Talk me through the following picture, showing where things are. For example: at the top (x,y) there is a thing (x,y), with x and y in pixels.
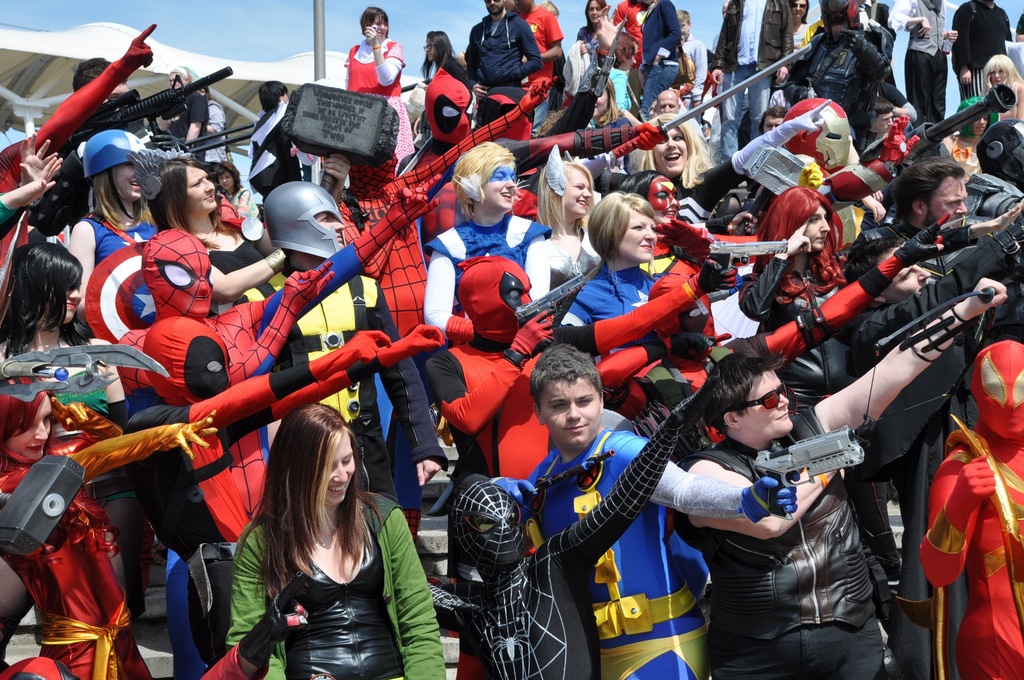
In this image, we can see a group of people (731,239). Few people (497,342) are wearing costumes (456,413). Here we can see few are smiling. Few people (598,508) are holding some objects (1008,514). Top of the image (400,35), there is the sky (309,30), pole (317,20) and shed (253,84).
